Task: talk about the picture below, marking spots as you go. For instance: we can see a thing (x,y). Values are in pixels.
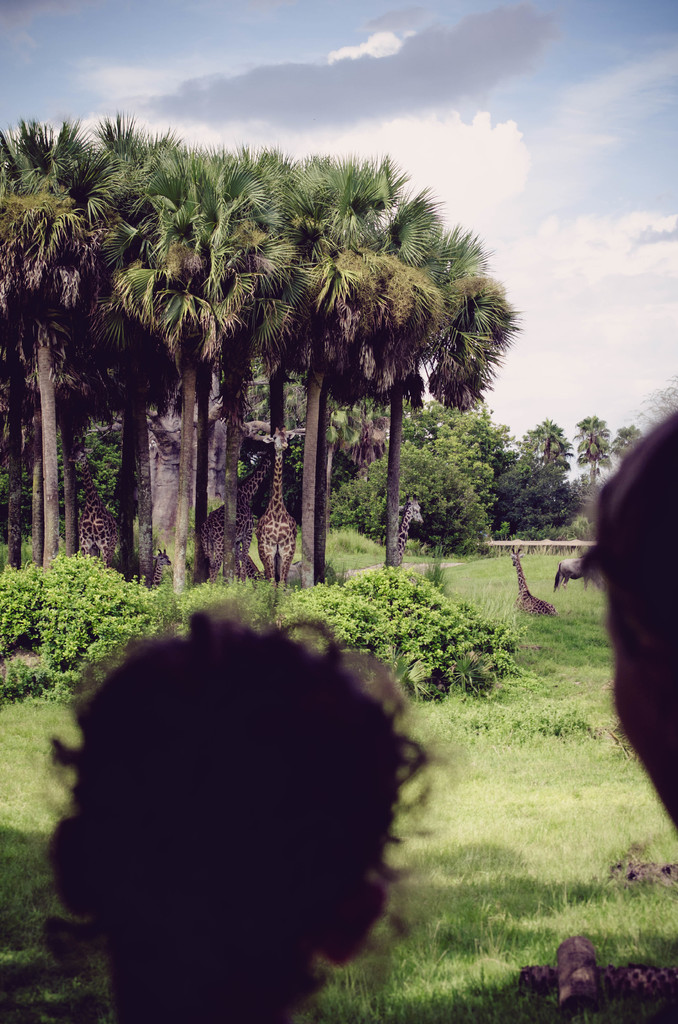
In this picture I can see heads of two persons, there are giraffes (527,596), there is grass (399,827), there are plants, trees (29,150), and in the background (370,135) there is the sky (415,184).
